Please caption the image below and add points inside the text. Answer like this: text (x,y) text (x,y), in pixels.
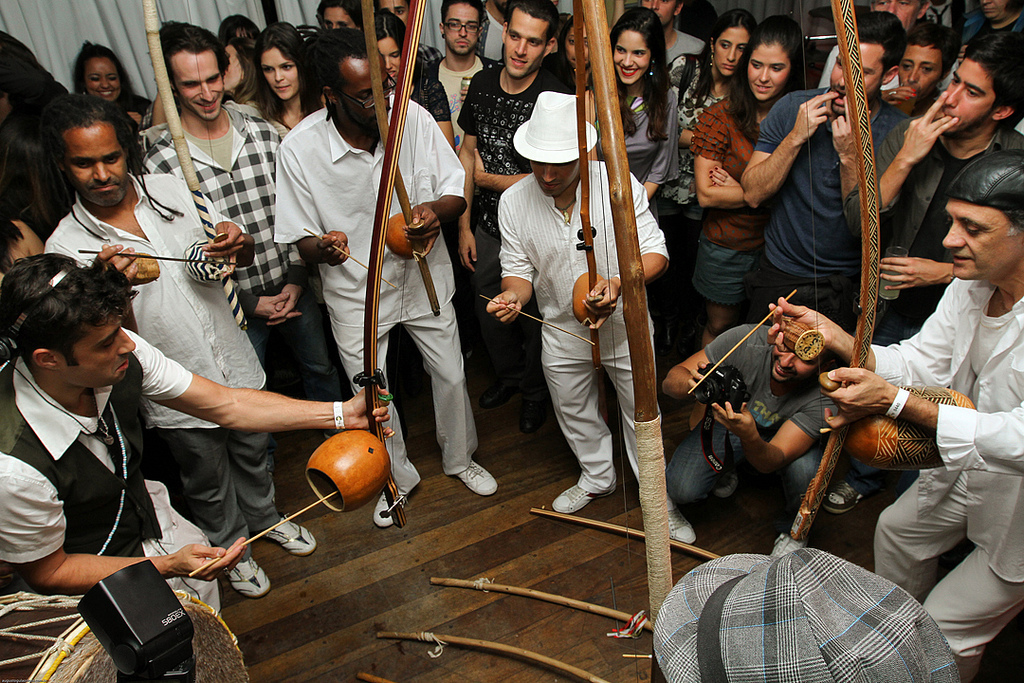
In this image we can see many people (869,576). Some are playing musical instrument (415,28). There is a person (566,205) wearing hat (536,159). At the top (198,16) we can see curtain (298,24). And there is a person (754,399) holding a camera (709,390).
